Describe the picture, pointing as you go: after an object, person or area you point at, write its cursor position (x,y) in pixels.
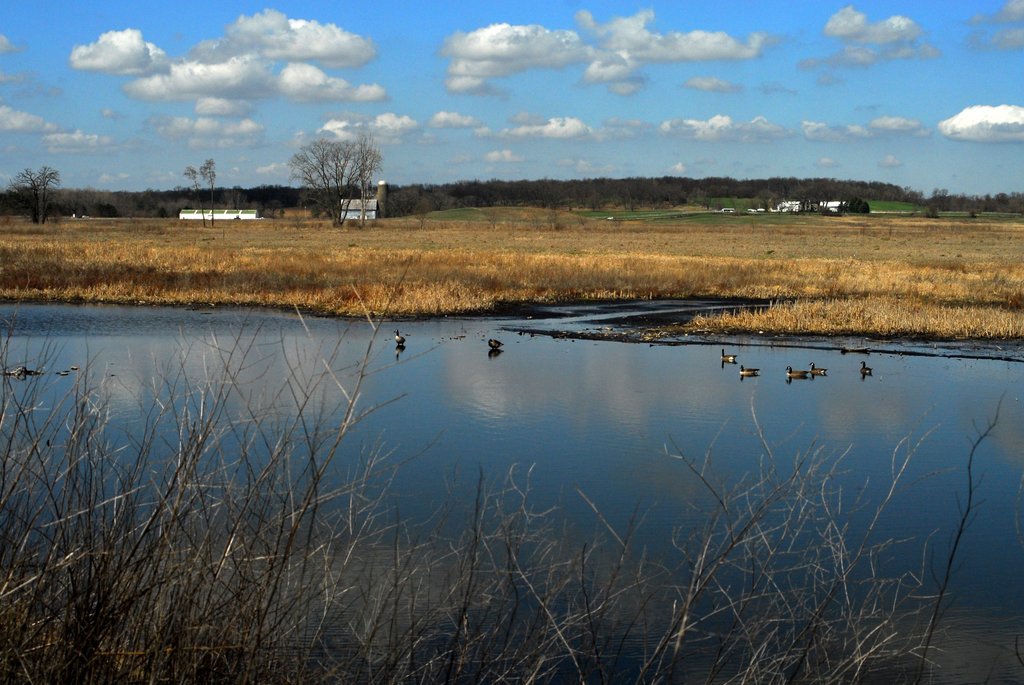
In this picture we can see water (587,445) in the front (514,445), there are some ducks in the water (763,403), we can see grass (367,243) at the bottom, in the background (852,198) there are some trees (229,199) and buildings (207,217), we can see the sky (519,78) at the top of the picture (511,72).
